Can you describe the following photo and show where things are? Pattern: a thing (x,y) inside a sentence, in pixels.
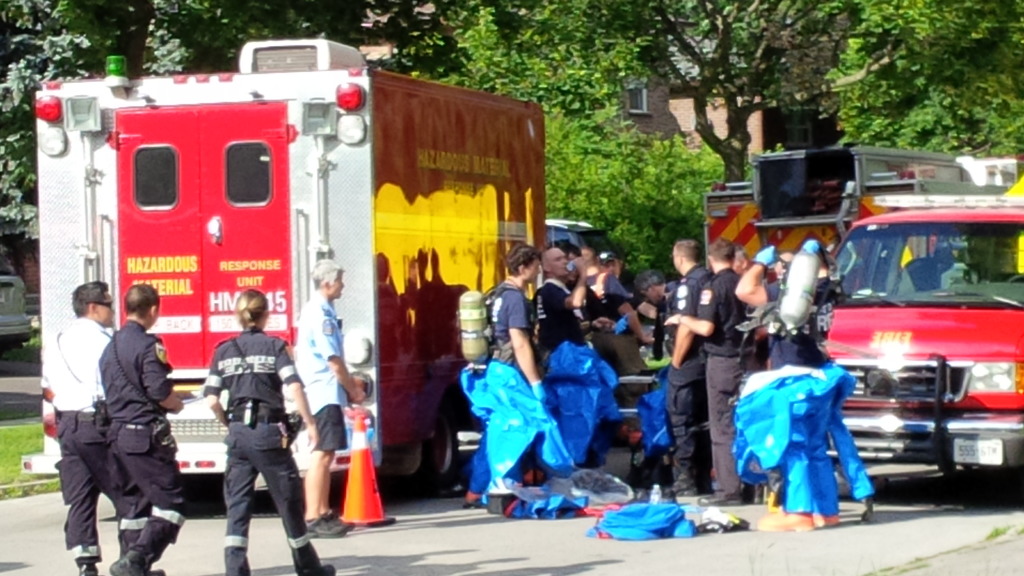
In the center of the image (514,309) there are people (221,369) standing on the road (412,529). There is a fire extinguisher van (439,374). In the background of the image (675,170) there are trees (539,51). To the left side of the image (25,435) there is grass (26,438). There are buildings (804,128).
